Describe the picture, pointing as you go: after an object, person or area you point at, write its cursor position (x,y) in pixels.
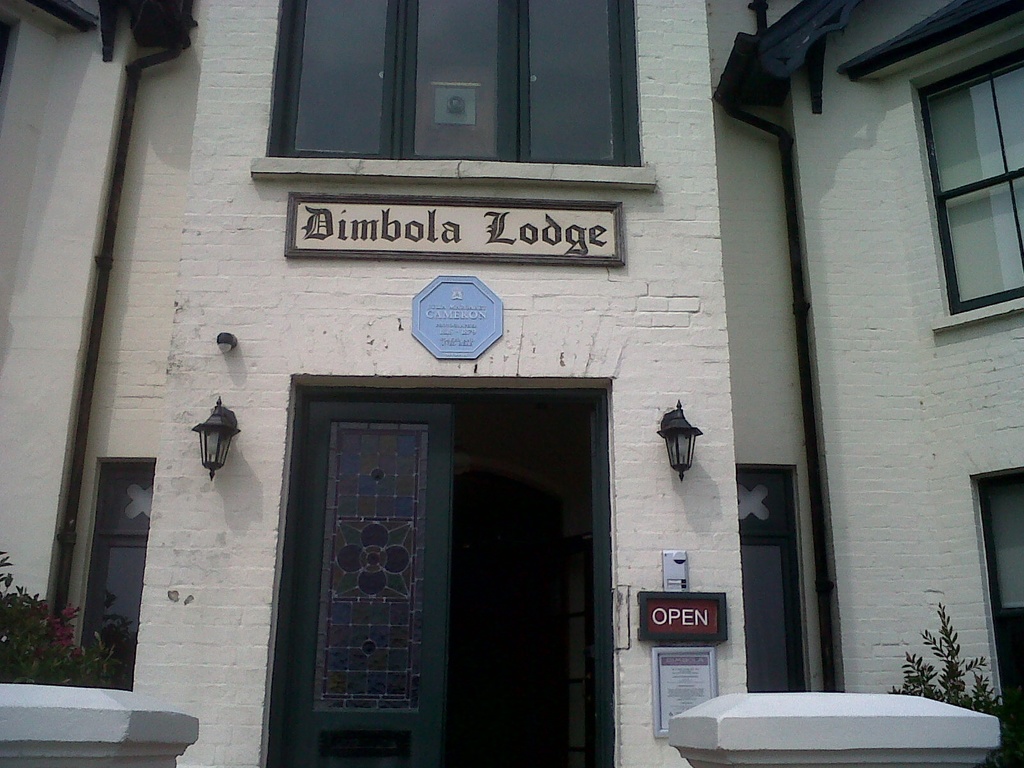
In this image there is a building (757,572). At the bottom (440,531) there is a door (437,560). At the top (437,88) there are glass windows (433,84). There are two pillars (96,714) on either side of the door (412,561). There are two lights (693,442) attached to the wall (264,430). There is a board (672,620) on which there is some script (683,621) which is attached to the wall (653,557). On the right side (980,696) bottom there are plants (976,681).
